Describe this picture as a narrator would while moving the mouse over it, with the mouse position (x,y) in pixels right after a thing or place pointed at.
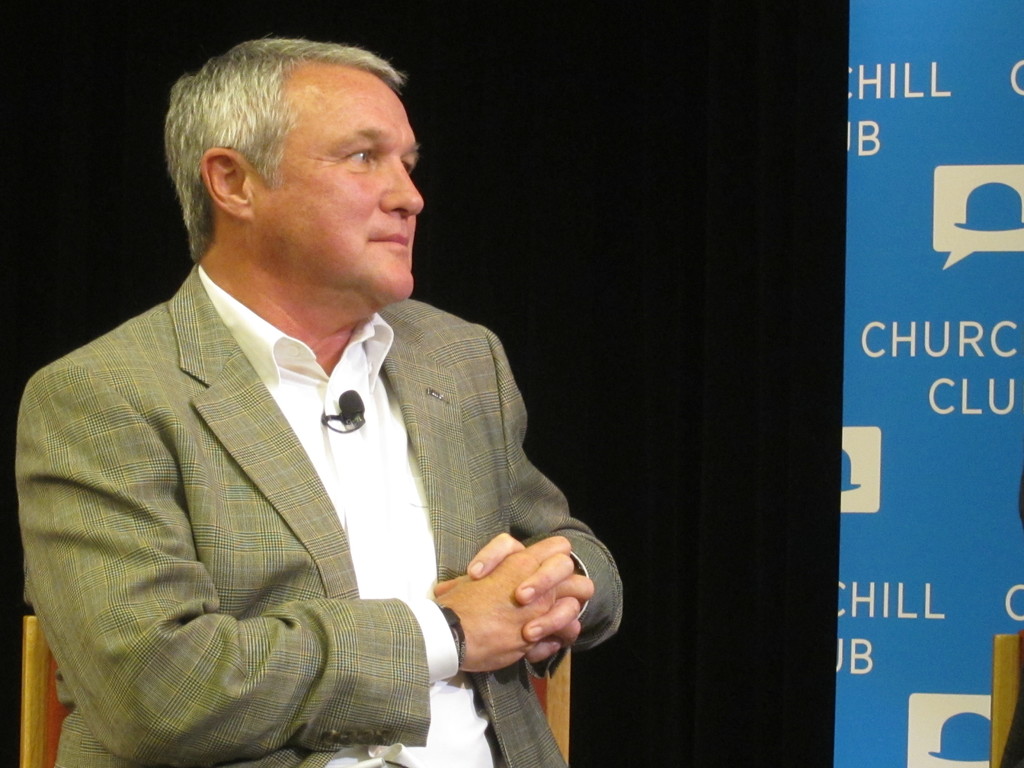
In this image we can see a man (111,605) sitting on the wooden chair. He is wearing a suit (297,492) and here we can see the microphone (347,422). In the background (901,252), we can see the hoarding (932,234). This is looking like another wooden chair (1014,666) on the bottom right side (996,657).
